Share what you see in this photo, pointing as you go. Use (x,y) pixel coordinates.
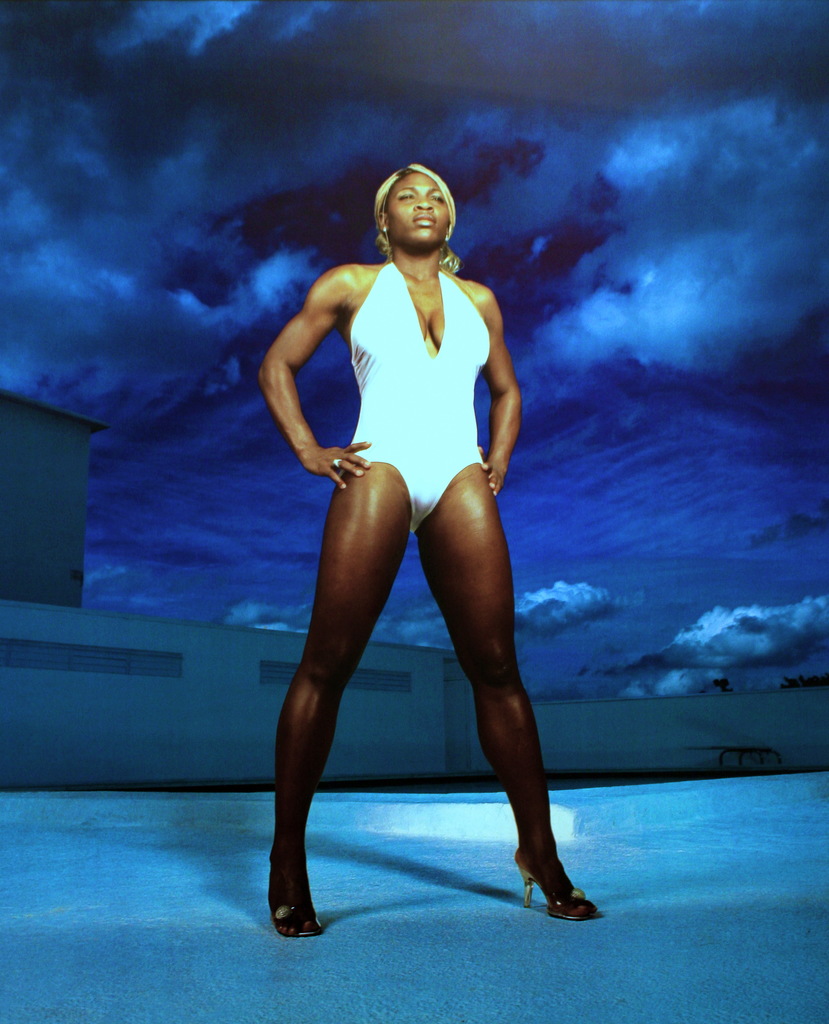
In this picture there is a woman (377,362) standing. At the back (723,733) there is a building (67,773) and there is a tree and there is an object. At the top (196,76) there is sky (183,89) and there are clouds (399,15). At the bottom (634,947) it looks like a floor (599,959).
